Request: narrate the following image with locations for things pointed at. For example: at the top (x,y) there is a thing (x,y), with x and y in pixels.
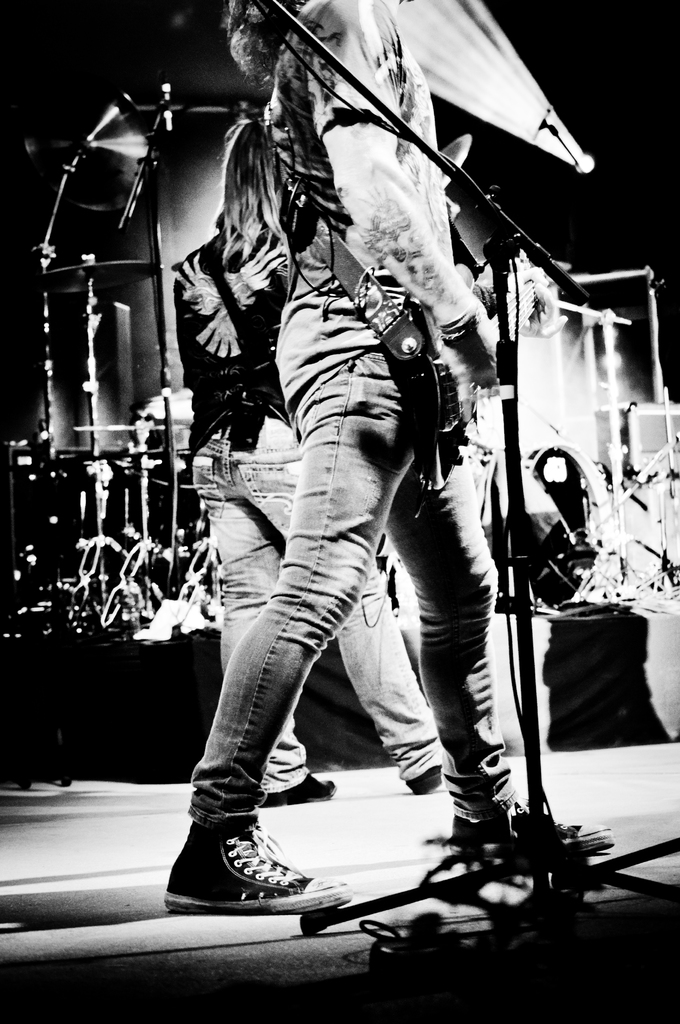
In this image I can see two people (237,591) with the dresses (326,420). There is a mic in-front of the person (356,531). In the back (198,562) I can see the musical instruments (198,596) and this is a black and white image.
